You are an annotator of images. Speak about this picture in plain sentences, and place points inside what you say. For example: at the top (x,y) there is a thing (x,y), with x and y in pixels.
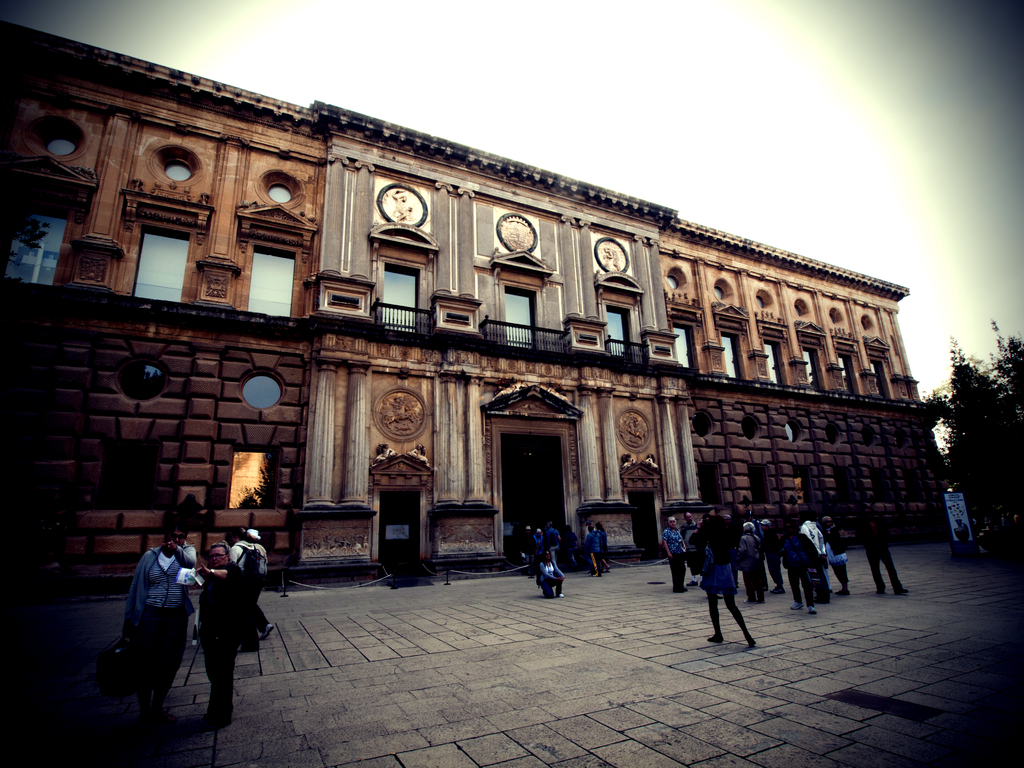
There is a building (479,360) and there are few persons (722,550) in front of it and there is a tree (992,421) in the right corner (993,412).
